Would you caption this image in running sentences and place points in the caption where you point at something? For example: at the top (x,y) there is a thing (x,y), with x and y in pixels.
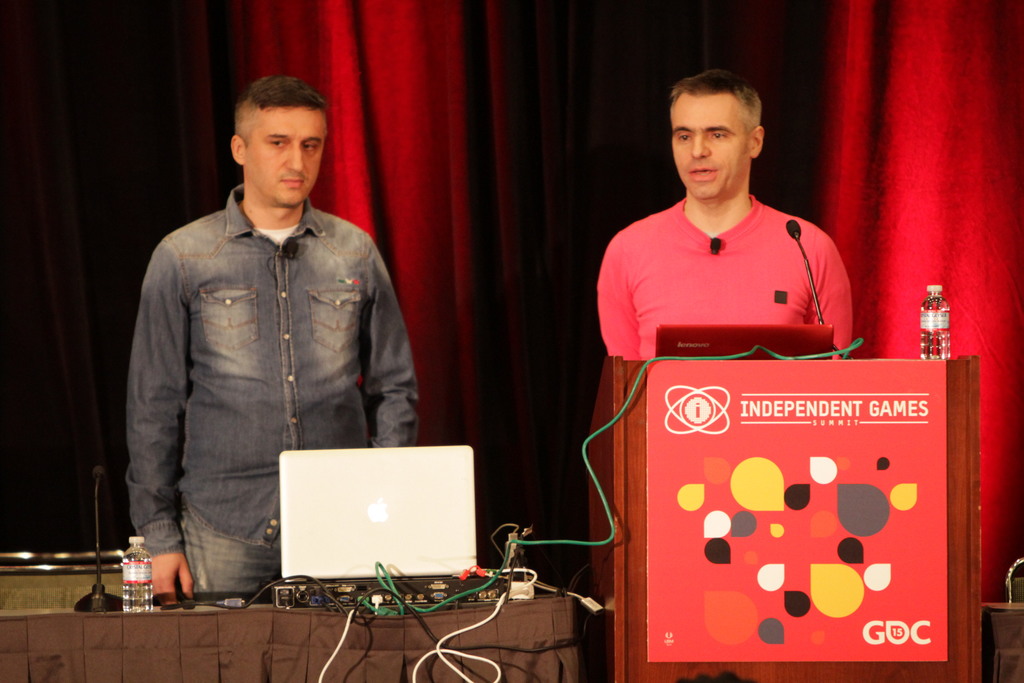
In this image I can see two people (698,124) standing and one person (684,112) standing in front of a mike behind a wooden podium (956,481). and there are two laptops (781,337) in front of these people (234,528).
